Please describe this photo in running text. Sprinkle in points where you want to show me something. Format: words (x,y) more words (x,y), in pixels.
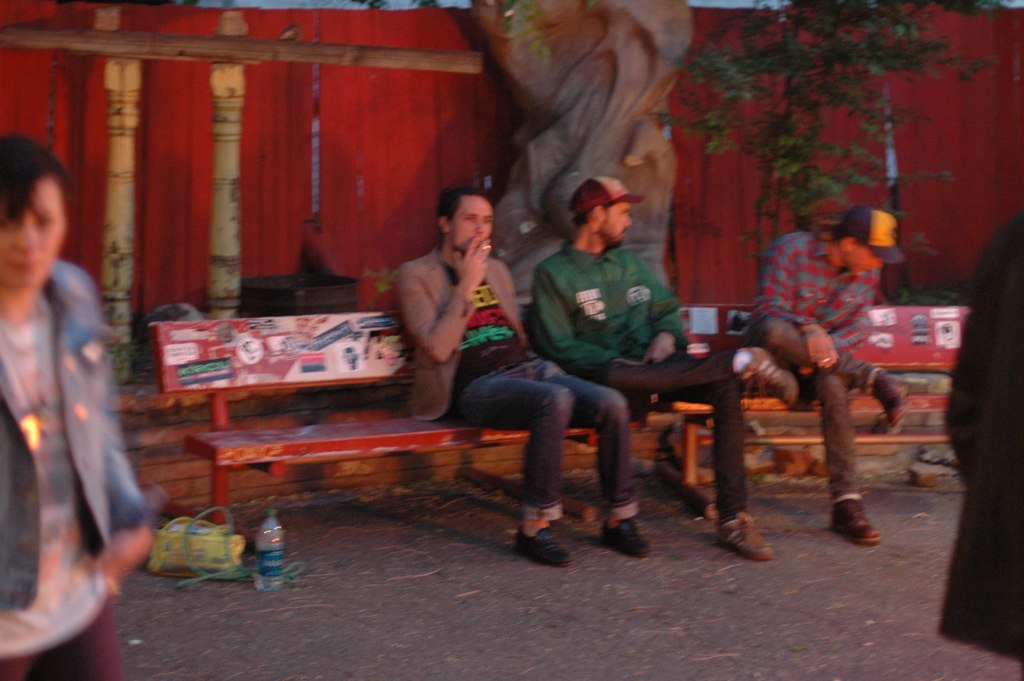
In this image we can see three men (633,356) are sitting on the benches (312,434). In the background (290,234), we can see metal sheets (992,144), tree (635,80), bamboo poles (132,135) and container (291,288). We can see one bag (208,557) and bottle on the road (487,617). Left side of the image (45,224), we can see one person (7,533). On the right side of the image (1001,361), one person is present.
